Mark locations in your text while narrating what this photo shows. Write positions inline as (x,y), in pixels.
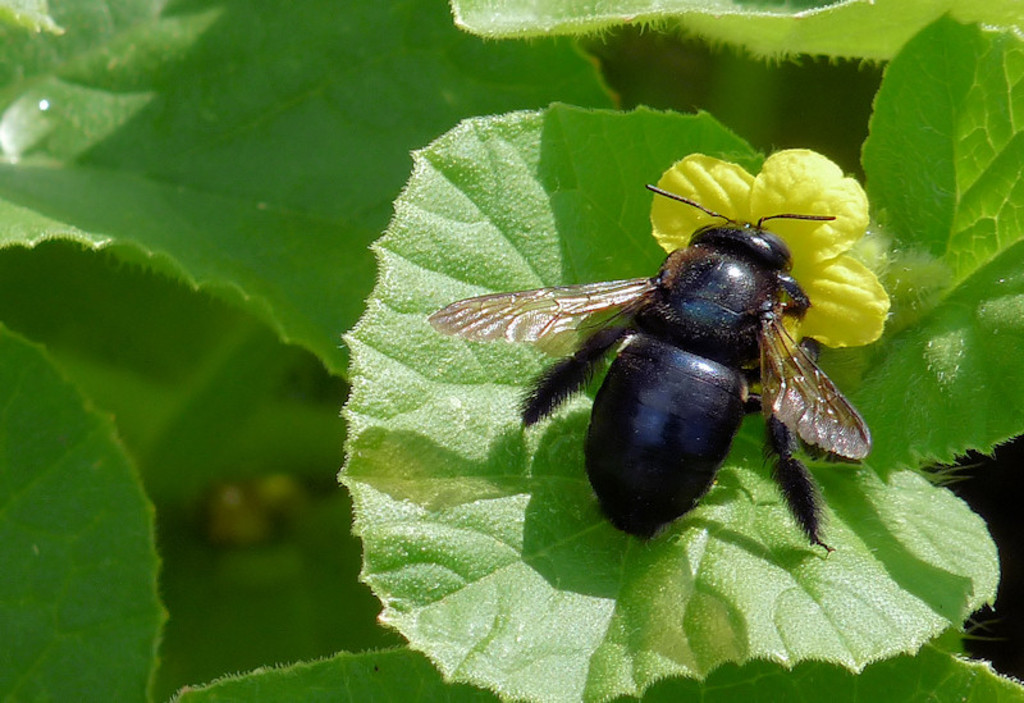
This image consists of a bee (609,392) sitting on a leaf (557,604). And there is a yellow color flower (744,201). The background (123,679), consists of leaves (250,253).
